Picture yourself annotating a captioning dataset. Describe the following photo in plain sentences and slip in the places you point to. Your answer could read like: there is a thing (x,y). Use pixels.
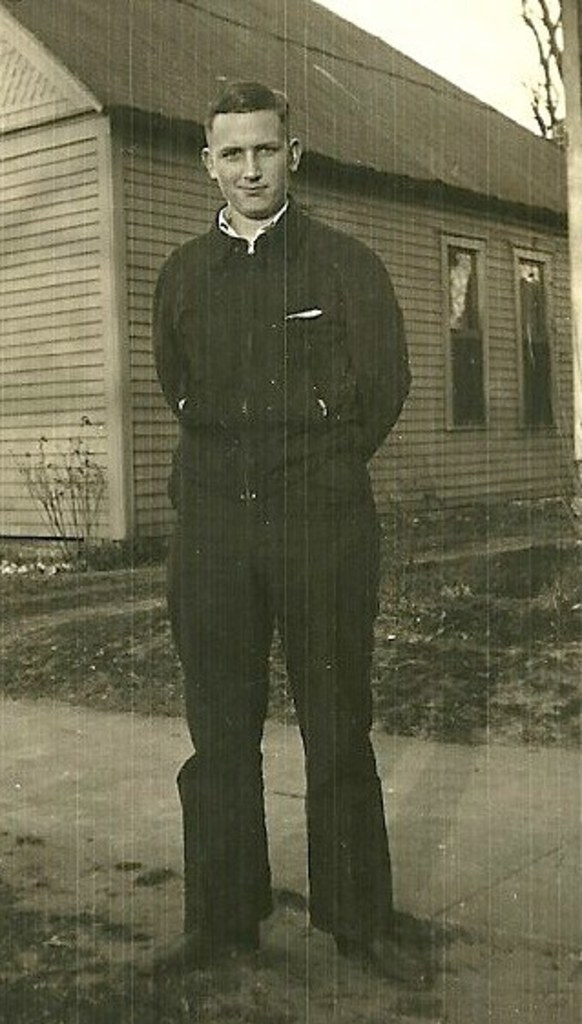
In this image we can see a person (260,426) wearing black color dress (208,513) standing and in the background of the image (93,355) there is a house (138,317).
